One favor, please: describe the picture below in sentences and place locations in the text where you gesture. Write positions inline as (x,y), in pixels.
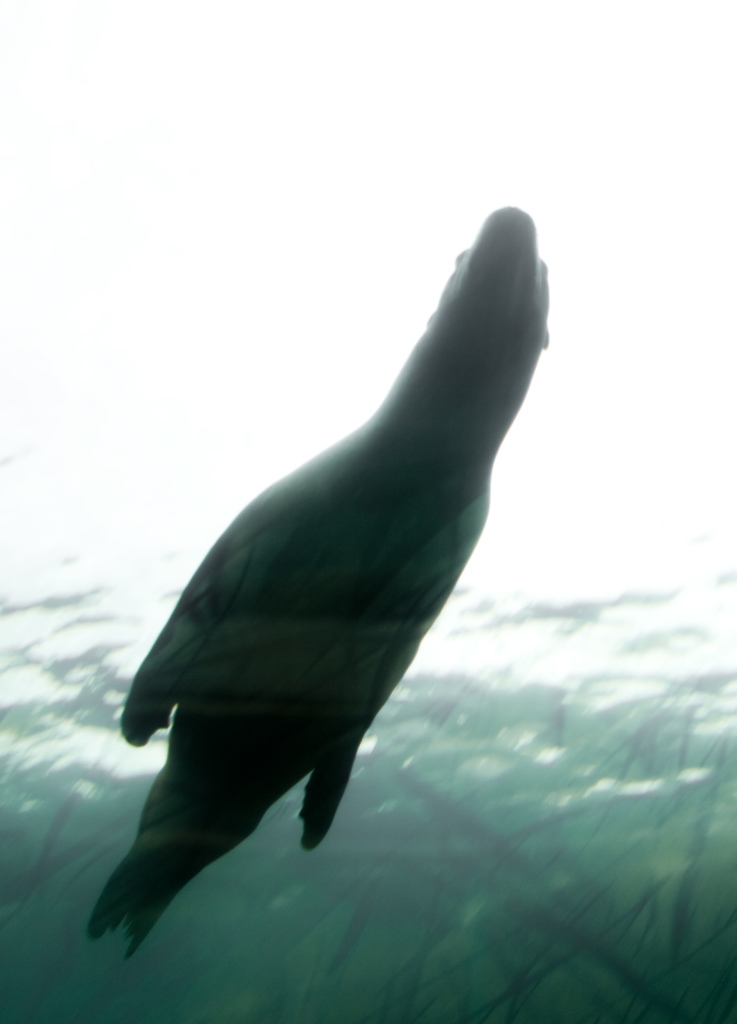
In this image we can see a sea lion (288,583) swimming in the water (259,440).
